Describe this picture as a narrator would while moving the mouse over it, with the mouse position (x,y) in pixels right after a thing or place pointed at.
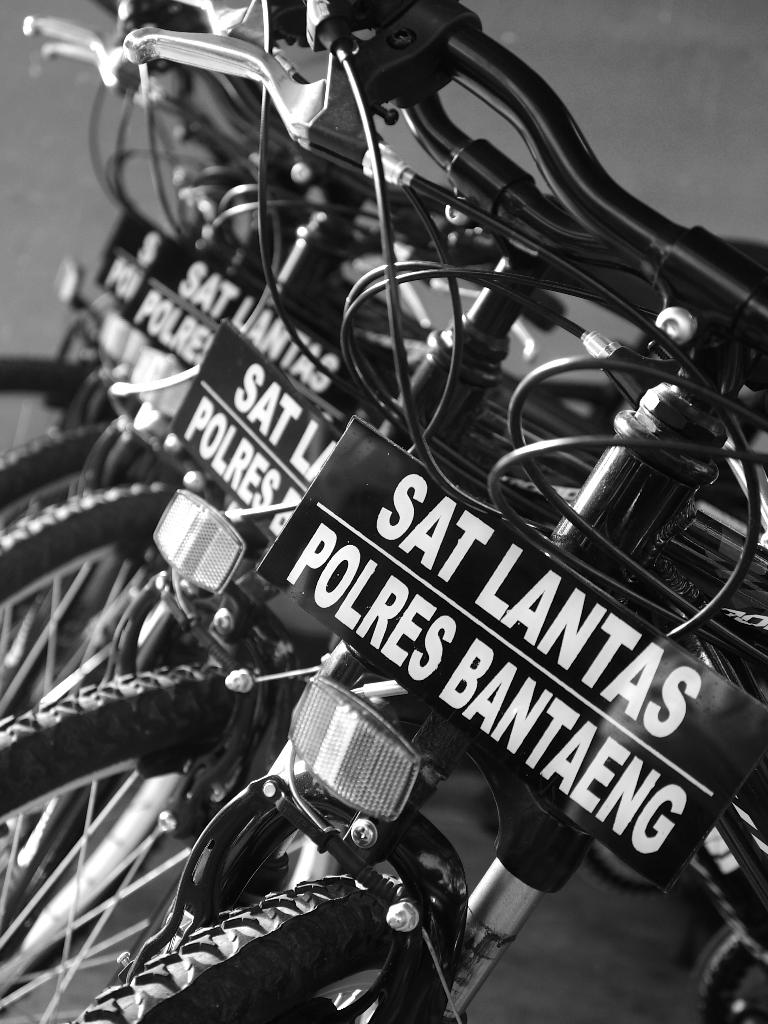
In this image we can see a few bicycles (637,478) parked and their board (377,490) attached to the cycle (647,471) with text (548,604) on it.
